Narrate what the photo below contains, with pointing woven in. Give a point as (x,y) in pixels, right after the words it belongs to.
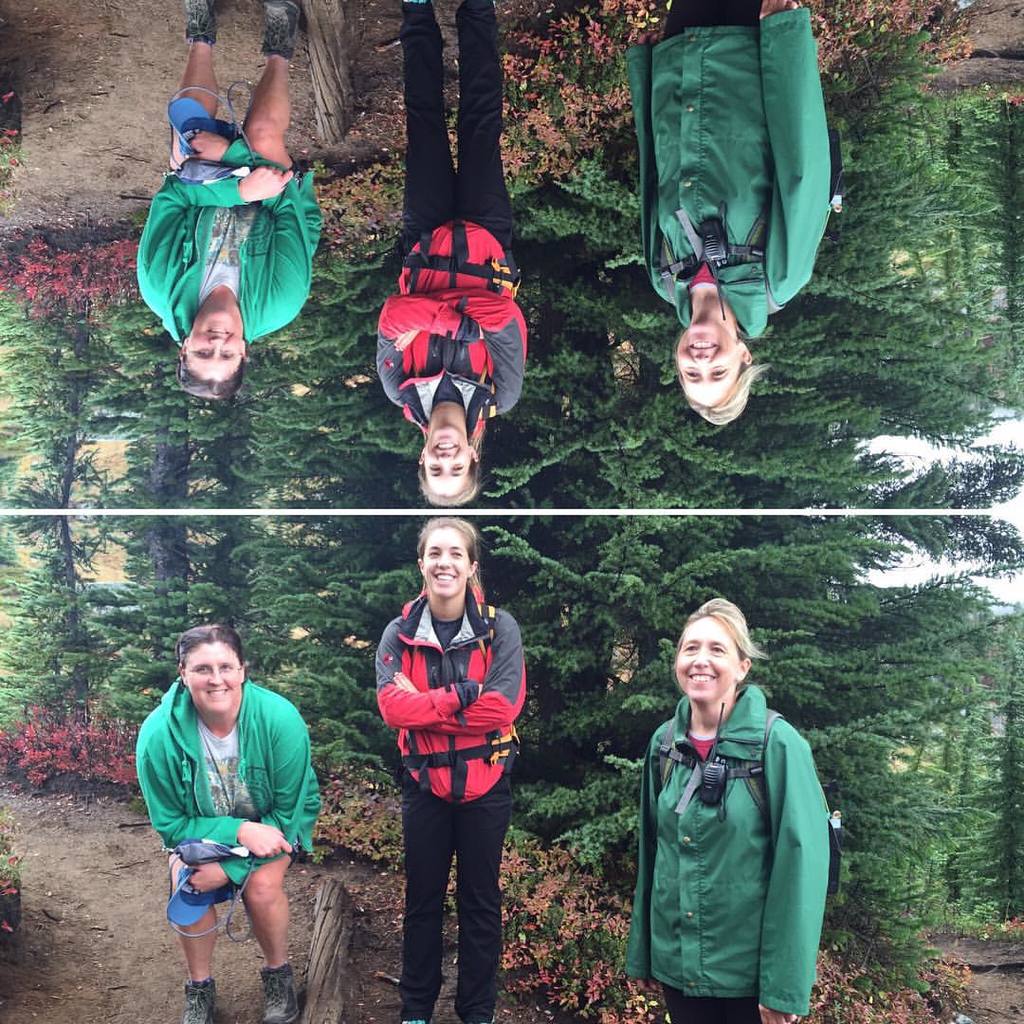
This is a flip image. On the bottom (409,695) we can see a woman (428,642) who is wearing red jacket (464,729), jeans (483,871) and shoe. On the right (821,806) there is a woman (799,836) who is wearing green jacket (711,836), jeans (730,1018), bag (838,851) and she is smiling. On the bottom left (217,822) we can see another woman (196,815) who is wearing hoodie (263,736), t-shirt (230,743), short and shoe (272,979). She is holding a cap (196,903). On the background (821,719) we can see many trees (366,424). On the right (984,569) there is a sky (1001,428).
